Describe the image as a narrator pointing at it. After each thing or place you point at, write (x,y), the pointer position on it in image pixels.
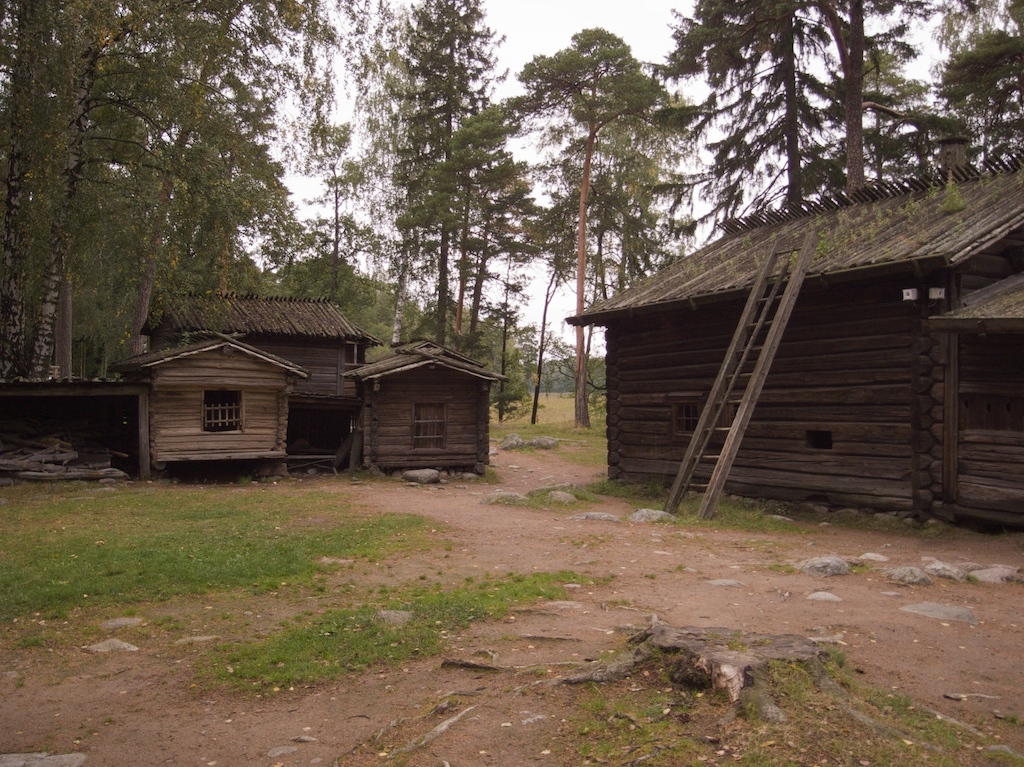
In this picture there are few wooden huts (682,339) and there are trees (434,157) in the background (316,161).
